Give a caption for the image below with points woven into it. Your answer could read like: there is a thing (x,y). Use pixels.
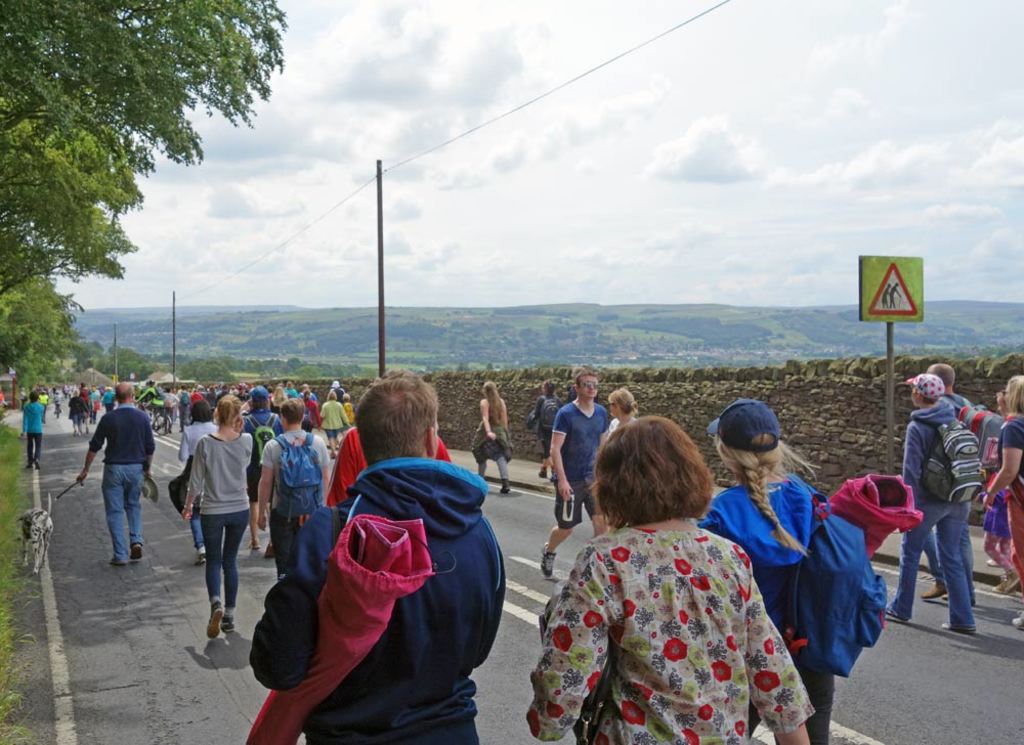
There are groups of people (328,395) walking on the road (538,623). This looks like a sign board (876,310), which is attached to a pole (888,451). I think this is a wall (688,399), which is built with the rocks (500,393). Here is a dog (51,511). I can see the trees (59,57) and hills (485,310). These look like the poles (377,191) with a wire (350,196). I can see the clouds (682,124) in the sky (791,166).
